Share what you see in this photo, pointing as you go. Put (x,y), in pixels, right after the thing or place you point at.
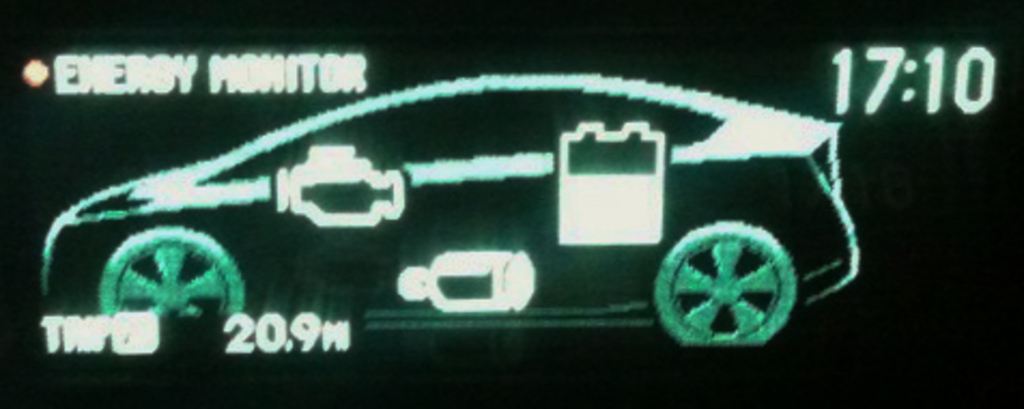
This is a digital image. In this image there is a car (549,198), numbers (871,105) and letters (129,73).
